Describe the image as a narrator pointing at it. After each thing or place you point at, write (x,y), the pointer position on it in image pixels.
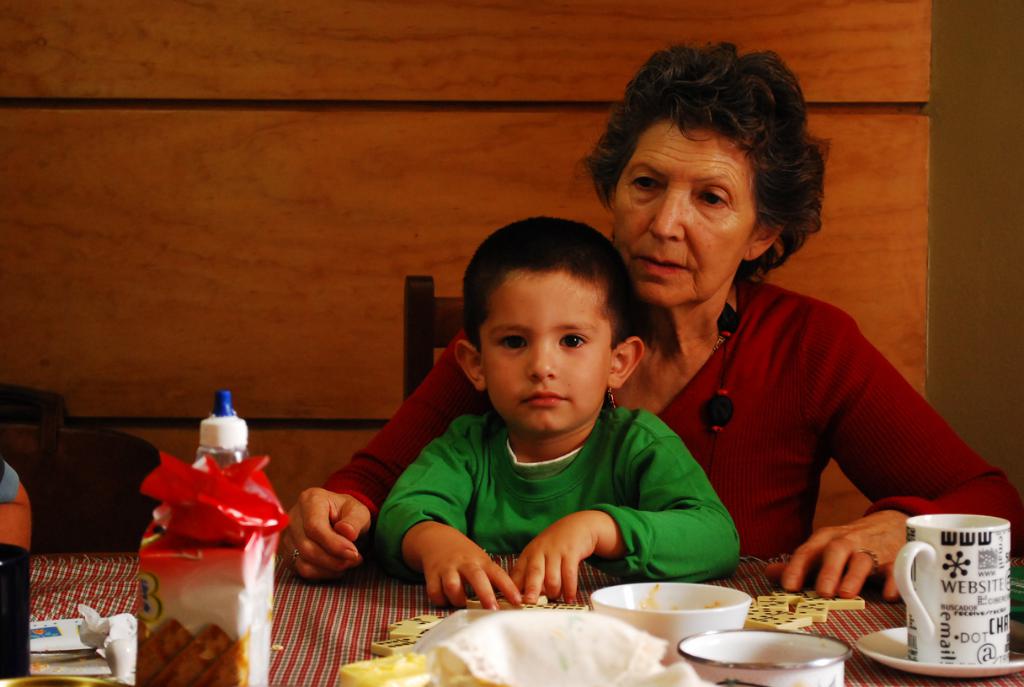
In this image, we can see a woman (773,386) and kid (562,459). At the bottom (346,609), there is a cloth (327,622). So many objects (409,653), things (576,681) we can see here. Background (388,212) there is a wooden wall (429,255), chair (435,327). Left side of the image (105,484), we can see some object (50,475).
